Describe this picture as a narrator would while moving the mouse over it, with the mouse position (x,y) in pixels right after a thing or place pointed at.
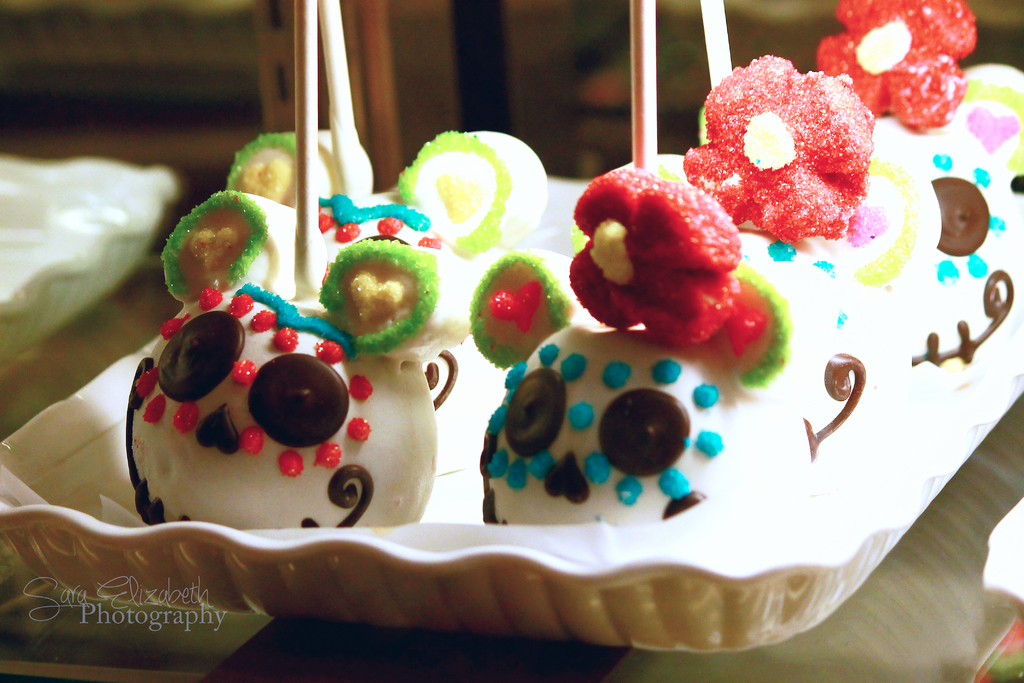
In this image we can see a food item (565,350) on the tray (112,390), beside there is a tray (60,235) on the table (74,333).
